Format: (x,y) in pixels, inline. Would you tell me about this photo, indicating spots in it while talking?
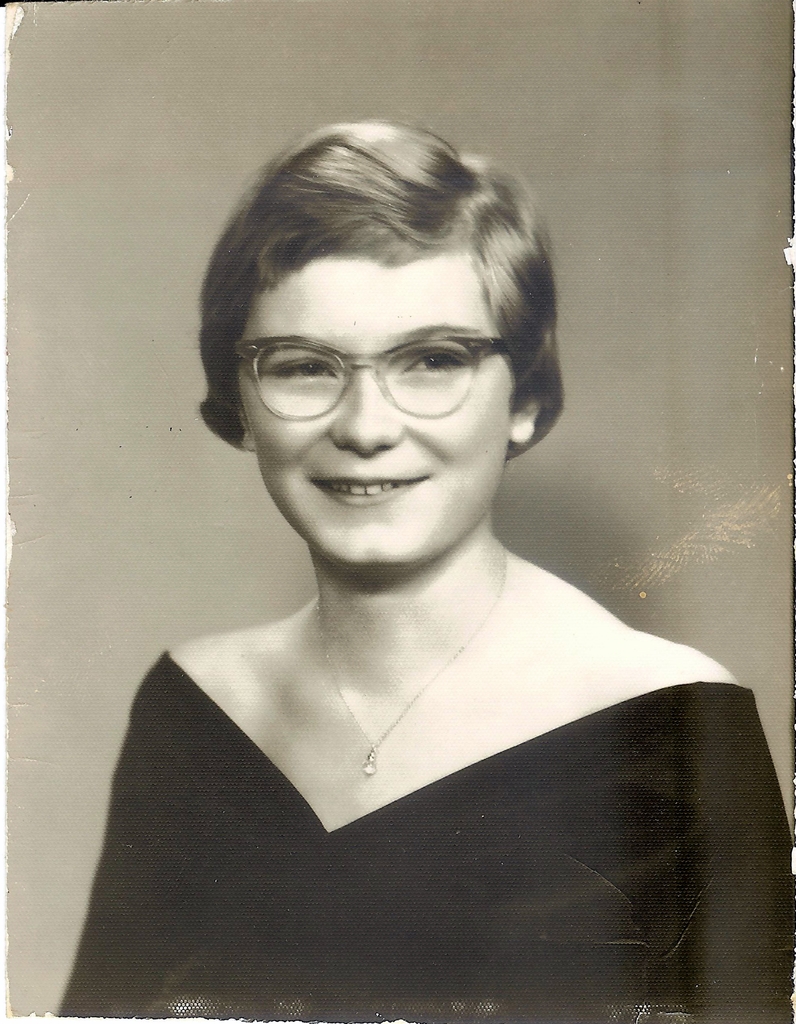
This is a black and white picture. I can see a woman (183,680) smiling with spectacles (442,393).
